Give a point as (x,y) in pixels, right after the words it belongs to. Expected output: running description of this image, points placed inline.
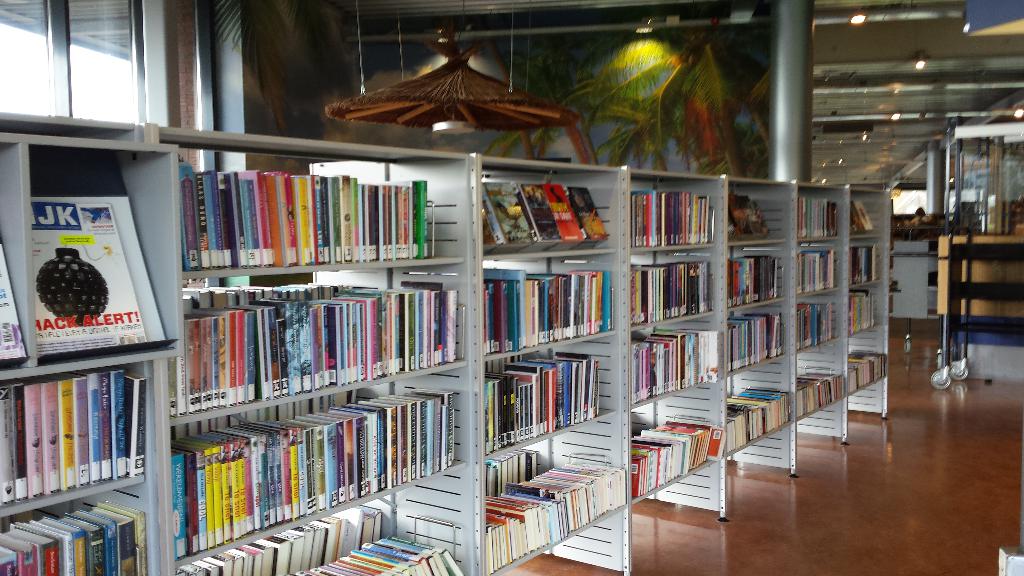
In this image we can see the inner view of a building (863,73) and we can see some bookshelves (531,455) with the books (672,440) and there are some lights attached to the ceiling (851,60) and we can see some other objects (1015,257) in the room (607,71).
